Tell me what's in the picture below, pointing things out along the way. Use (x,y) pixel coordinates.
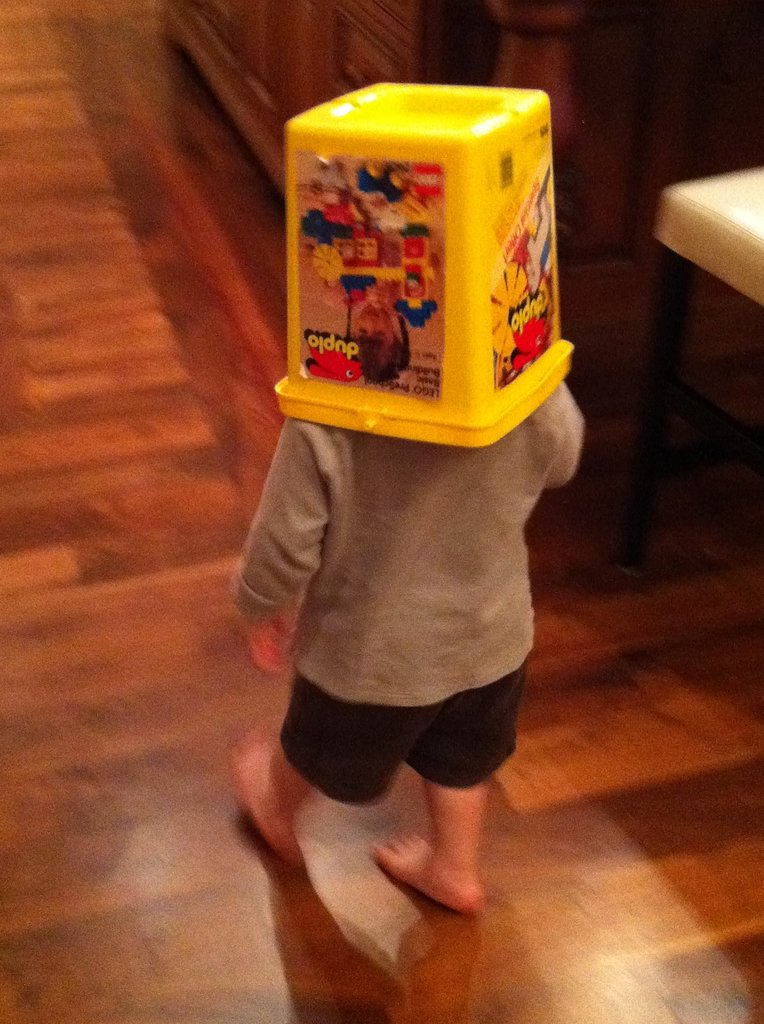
In this image, we can see a kid (395,619) is walking on a wooden floor (594,832) and kept a yellow box (375,341) on his head (409,427). Background (303,59) we can see a cupboard (292,59). Right side of the image (709,188), there is a white table (721,228).
